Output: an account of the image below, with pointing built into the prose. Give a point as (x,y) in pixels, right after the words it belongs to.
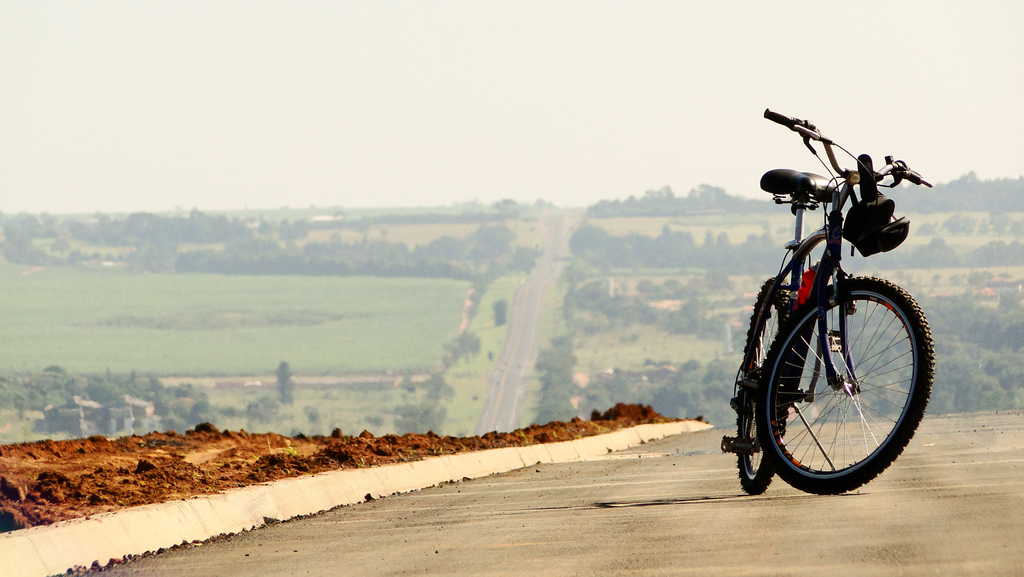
In this image, we can see a bicycle (846,302) on the road (710,483). There are crops (331,311) and some trees (520,266) in the middle of the image (405,368). There is a sky (471,56) at the top of the image (464,52).
